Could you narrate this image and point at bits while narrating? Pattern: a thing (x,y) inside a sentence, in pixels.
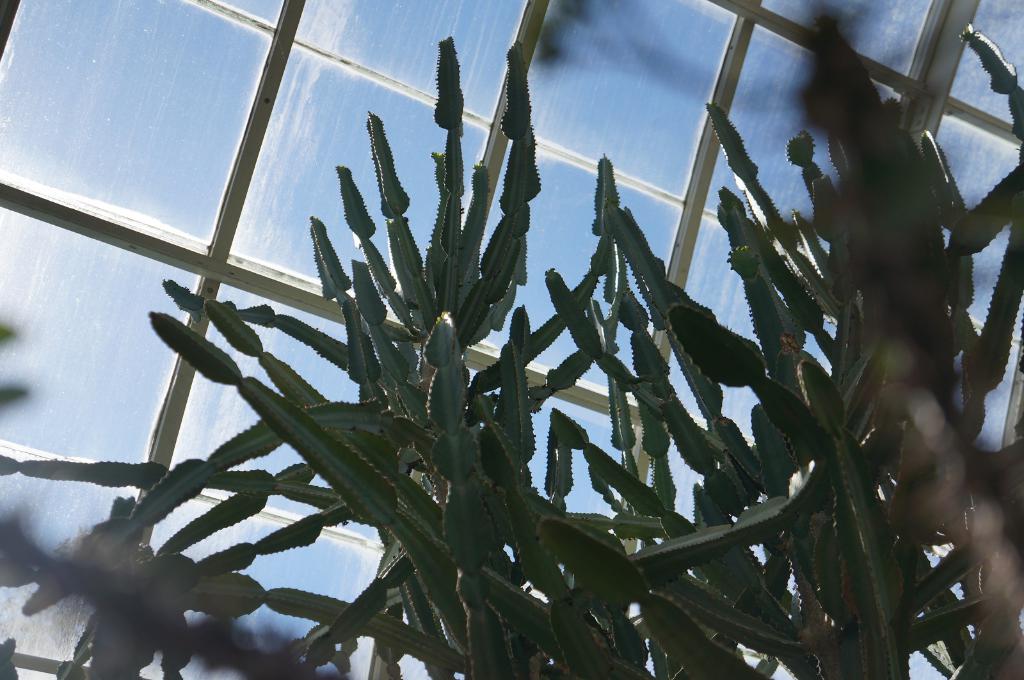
In this image we can see cactus (768,319) and window (145,144) in the background (548,175).
